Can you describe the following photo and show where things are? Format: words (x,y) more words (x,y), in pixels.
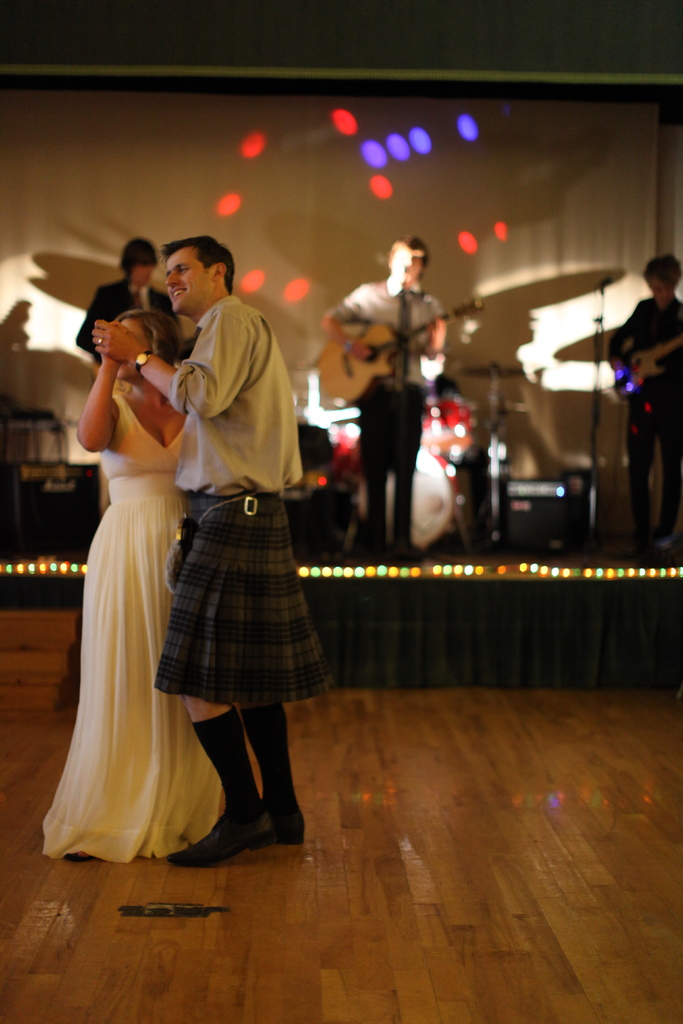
This picture is taken inside the room (464,709). In this image, on the left side (178,453), we can see two people (202,454) man (225,446) and woman (108,443). In the background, we can see a stage (485,553), on the right side of a stage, we can see a man (678,335) standing and a playing a guitar (681,343) in front of a microphone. In the middle of the stage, we can also see a person (433,330) standing and playing a guitar (387,331) in front of a microphone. On the left side of the stage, we can also see a person (128,283). In the background (164,137), we can see a screen (374,211) with few lights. In the background (504,427), we can also see some musical instrument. At the bottom (621,685), we can see a black color curtain (452,664) and a floor (486,853).
